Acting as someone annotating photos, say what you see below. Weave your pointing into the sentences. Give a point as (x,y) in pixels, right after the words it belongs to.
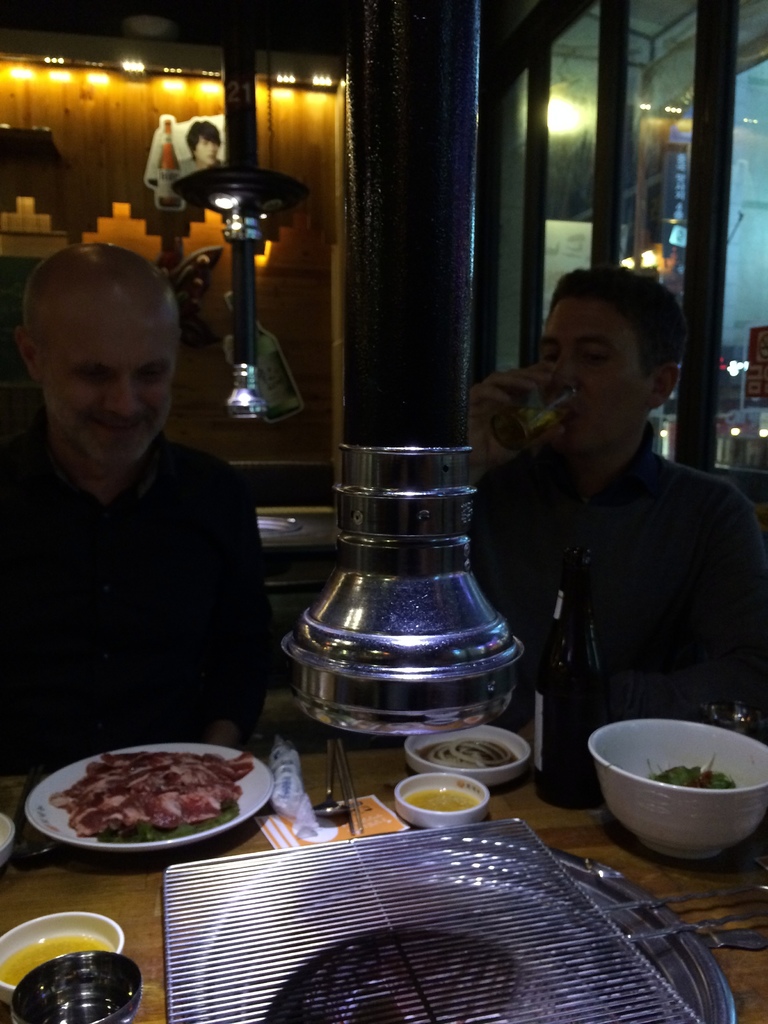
This image looks like it is clicked in a restaurant (291,812). In the front (121,580), there are two persons (106,615) sitting in the chairs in front of the table (576,818). On the right (627,548), the man (600,582) is drinking. At the bottom (607,857), we can see a table (582,825) on which there are bowls (48,940) and plates (72,781) kept. In the background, there are lights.
